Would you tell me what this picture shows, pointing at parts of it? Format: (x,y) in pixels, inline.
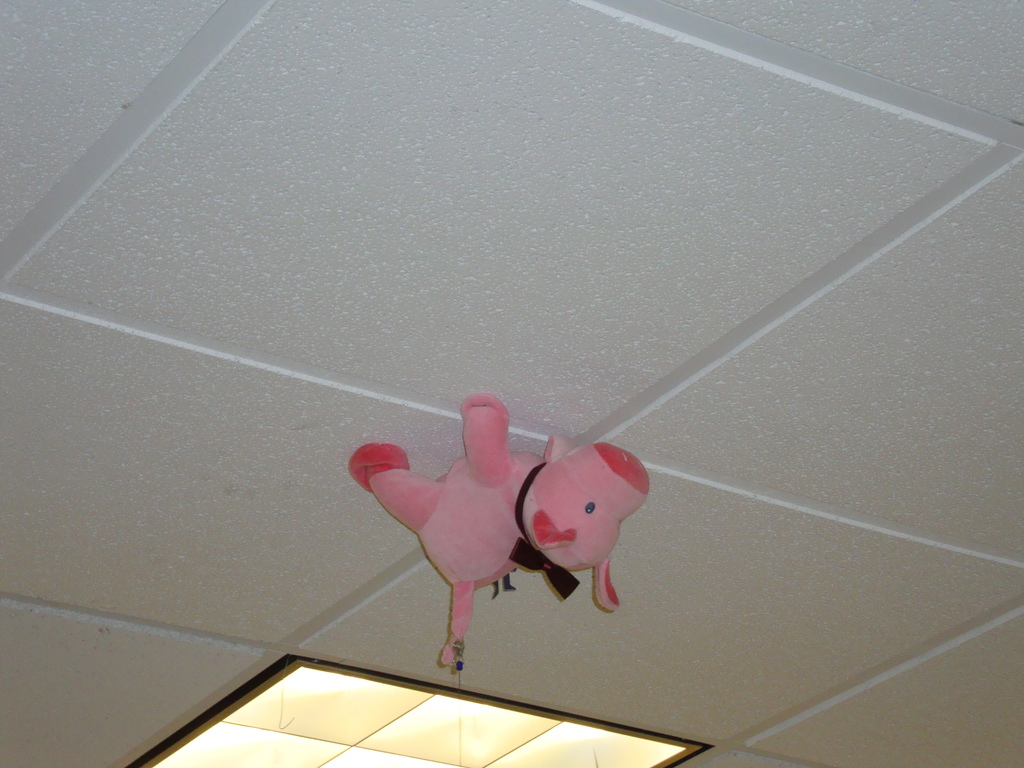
In the picture we can see a ceiling (957,732), on the ceiling (959,733) we can see a doll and besides we can see a light (327,678).
